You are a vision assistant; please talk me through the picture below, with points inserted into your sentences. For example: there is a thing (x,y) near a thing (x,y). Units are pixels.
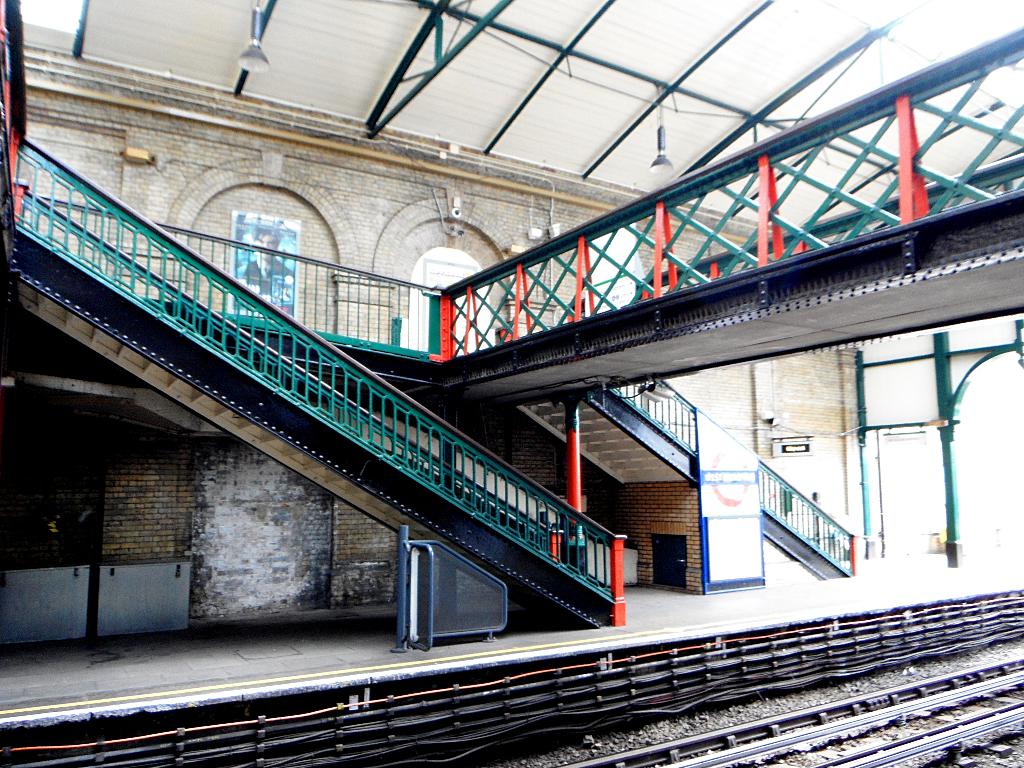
This picture is clicked in the railway station (595,507). In this picture, we see staircase (250,298) and a bridge (747,281). Behind that, we see a wall (202,155) on which poster (267,242) is pasted. At the top of the picture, we see lights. At the bottom of the picture (668,728), we see the railway tracks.
